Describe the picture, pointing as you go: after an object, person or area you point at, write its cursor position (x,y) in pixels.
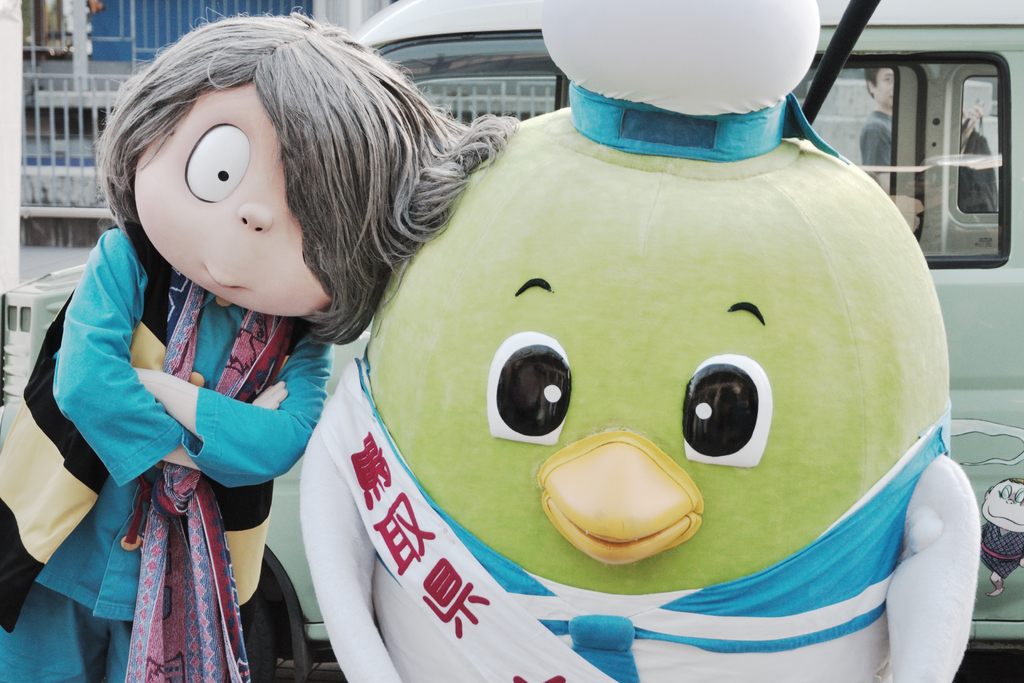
In this image we can see toys (364,323) in front of a vehicle (1021,357), in the background (81,129) there is a railing (68,165) and a person (890,139) behind the vehicle (910,126).
